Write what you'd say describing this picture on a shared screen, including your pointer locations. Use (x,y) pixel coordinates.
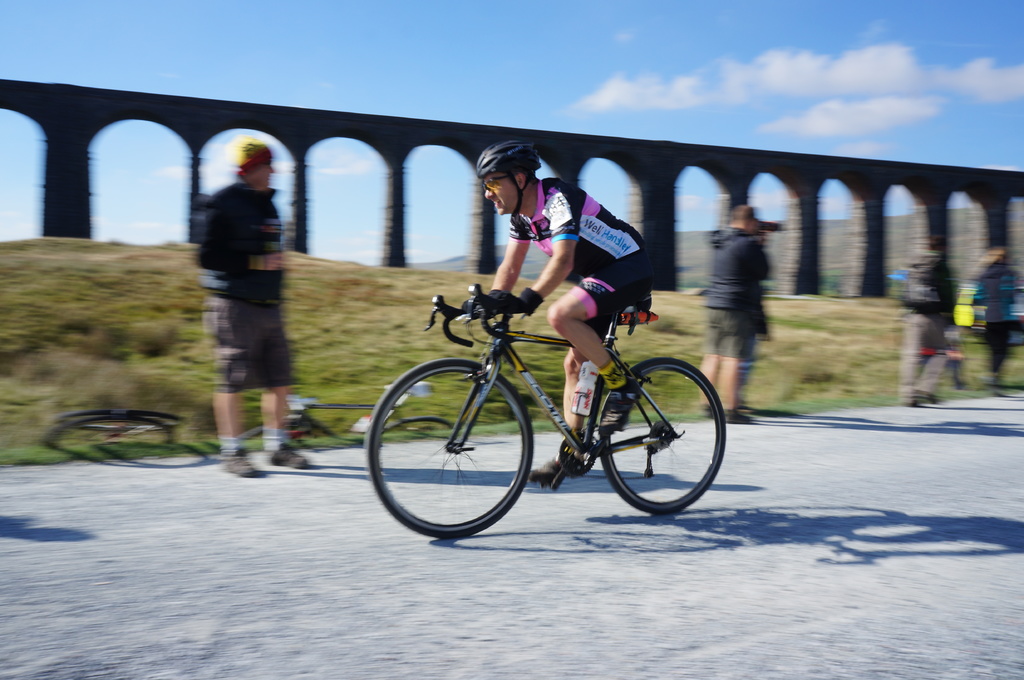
In this image I can see a person (626,382) riding bicycle (478,410). At the back of him there are many people (954,350) standing and I can also see sky (805,90) and the clouds (880,90).
